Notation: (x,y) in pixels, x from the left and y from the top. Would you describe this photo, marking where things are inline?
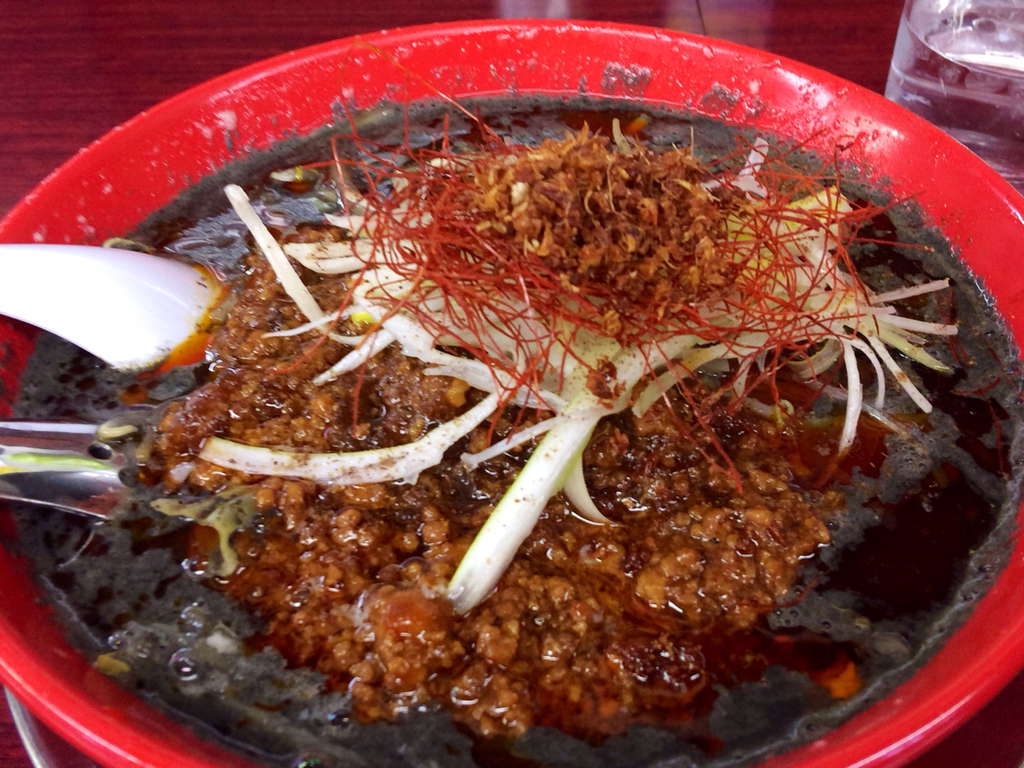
In this image we can see food (668,511) and spoon (153,337) placed in a bowl (1011,636) kept on the surface (249,60). In the background (962,51), we can see a glass (949,51).
